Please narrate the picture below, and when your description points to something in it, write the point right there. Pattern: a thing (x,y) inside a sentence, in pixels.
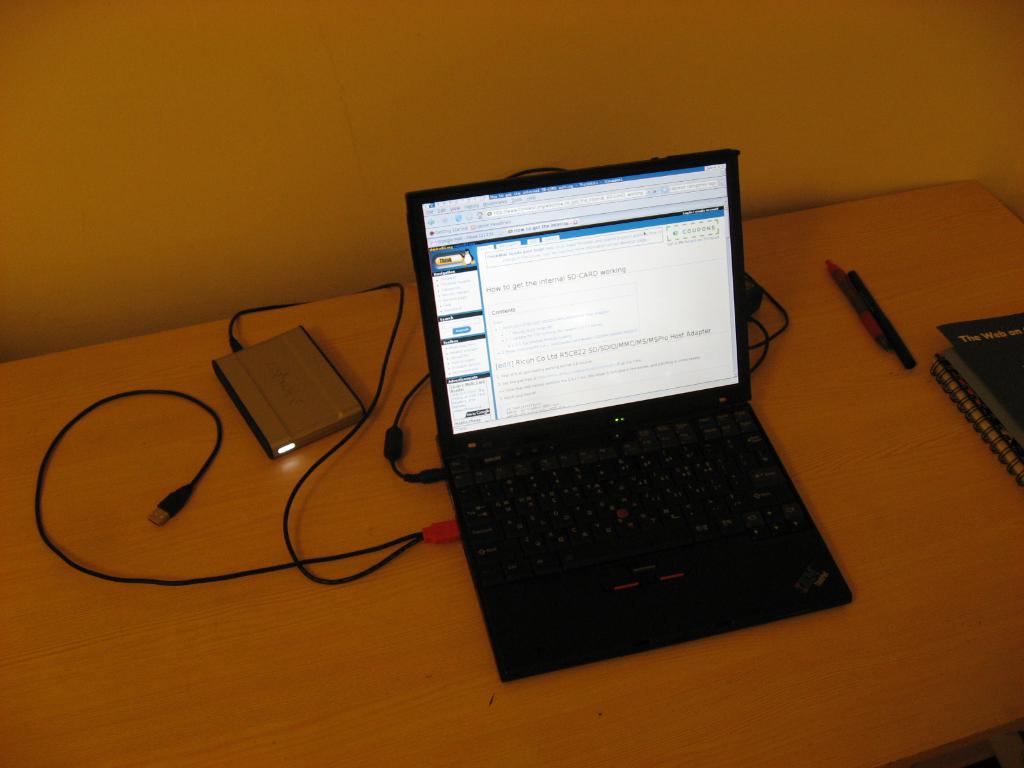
This picture shows a laptop (557,639) and few books (968,413) and pens (842,283) on the table (20,606).
